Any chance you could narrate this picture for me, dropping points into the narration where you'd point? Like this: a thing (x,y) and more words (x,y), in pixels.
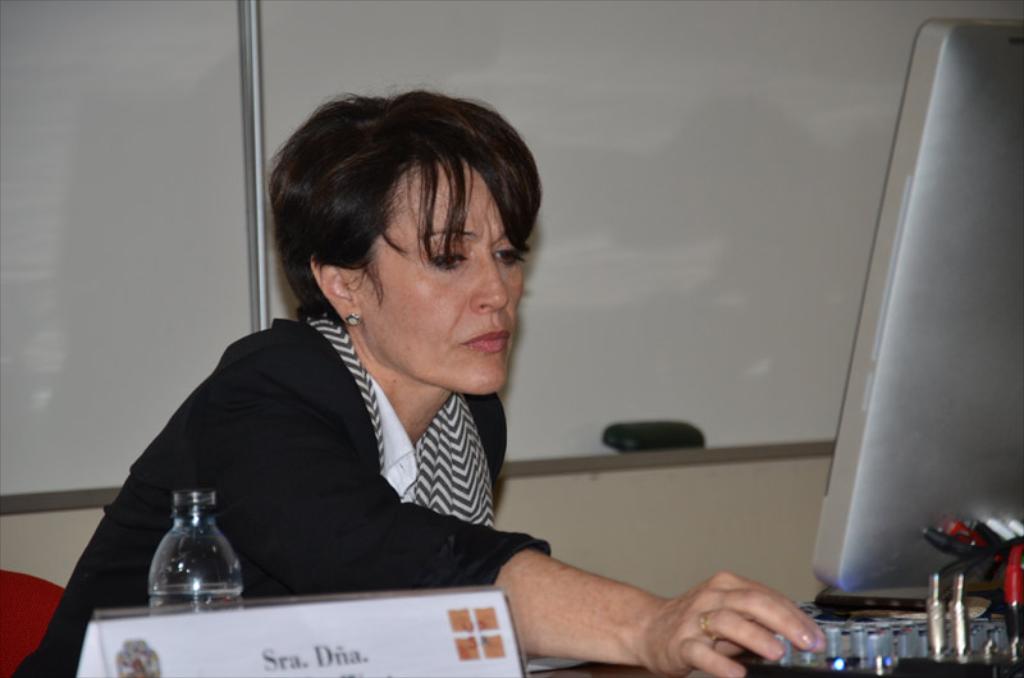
On the left side of the image (251,459) a lady (339,419) is sitting, in-front of her we can a bottle (227,561), naming board (400,634), screen (912,482) are present. At the top of the image (692,115) boards (722,360) and wall (722,542) are there.
